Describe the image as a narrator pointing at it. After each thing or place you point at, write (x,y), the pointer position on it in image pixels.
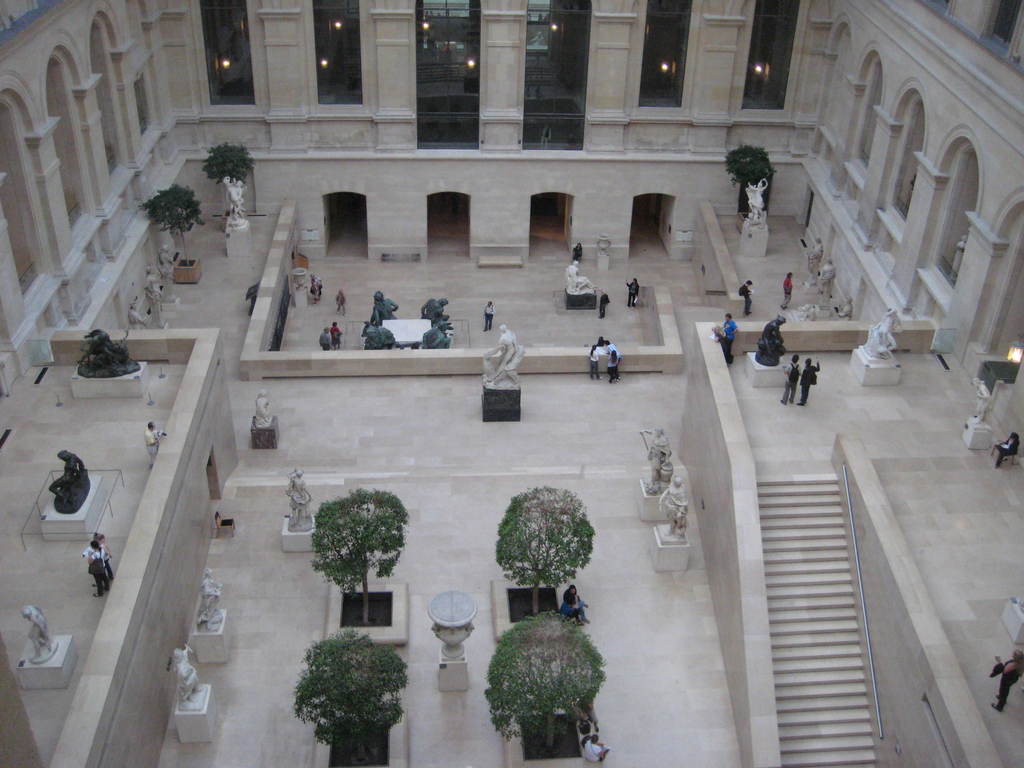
In this picture we can see statues (374,327), trees (360,574), steps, windows (652,28), lights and a group of people (328,335) where some are standing on the floor (293,337) and some are sitting and some objects (282,330).
